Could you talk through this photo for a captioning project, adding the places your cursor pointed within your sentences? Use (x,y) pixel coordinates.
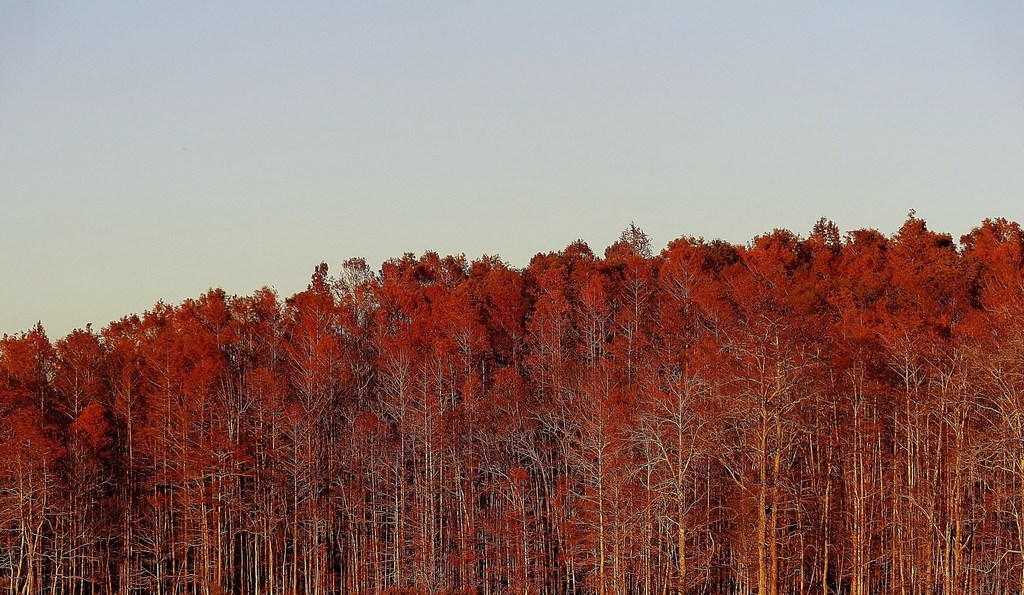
At the bottom of the picture (537,465), we see trees (669,415) which are red in color. At the top of the picture (318,123), we see the sky (441,115).
